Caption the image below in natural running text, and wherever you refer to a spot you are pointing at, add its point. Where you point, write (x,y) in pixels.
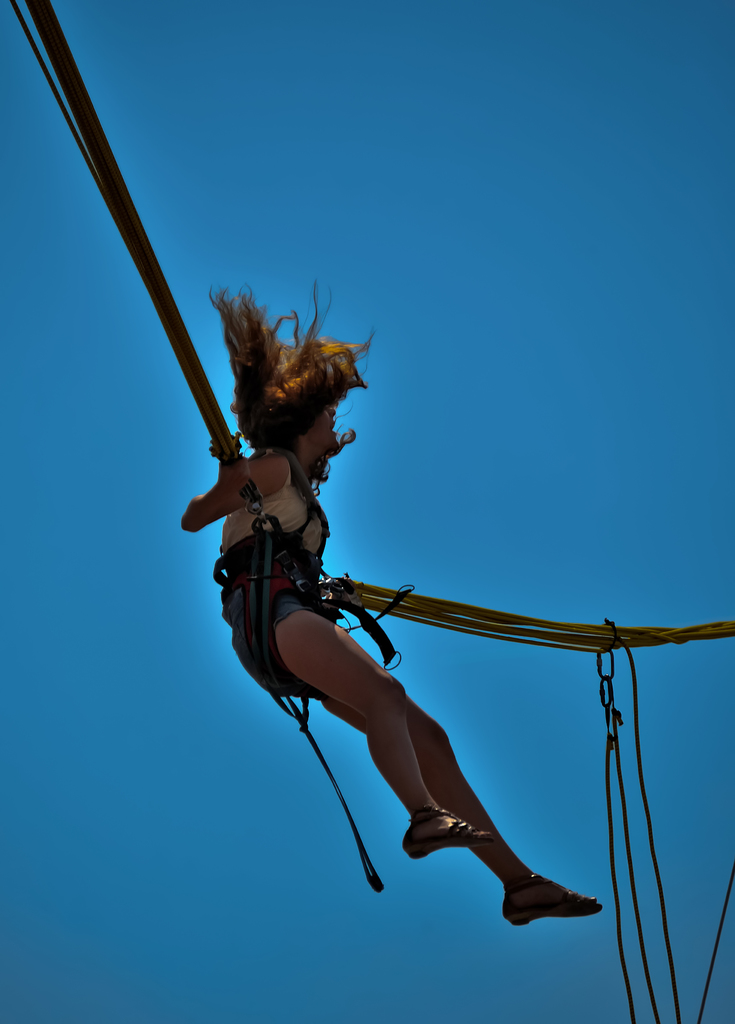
In this image we can see a lady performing bungy jump. In the background of the image (405,327) there is sky (154,789).
